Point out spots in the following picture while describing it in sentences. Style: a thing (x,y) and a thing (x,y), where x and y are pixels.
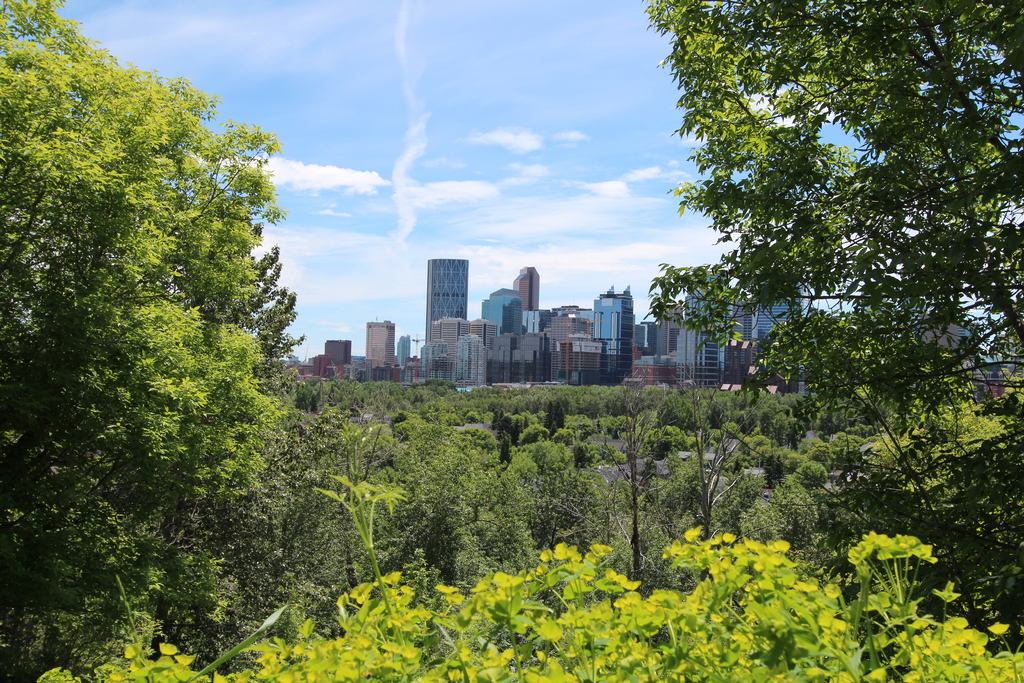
In this picture we can see trees (912,419) and buildings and in the background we can see sky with clouds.
